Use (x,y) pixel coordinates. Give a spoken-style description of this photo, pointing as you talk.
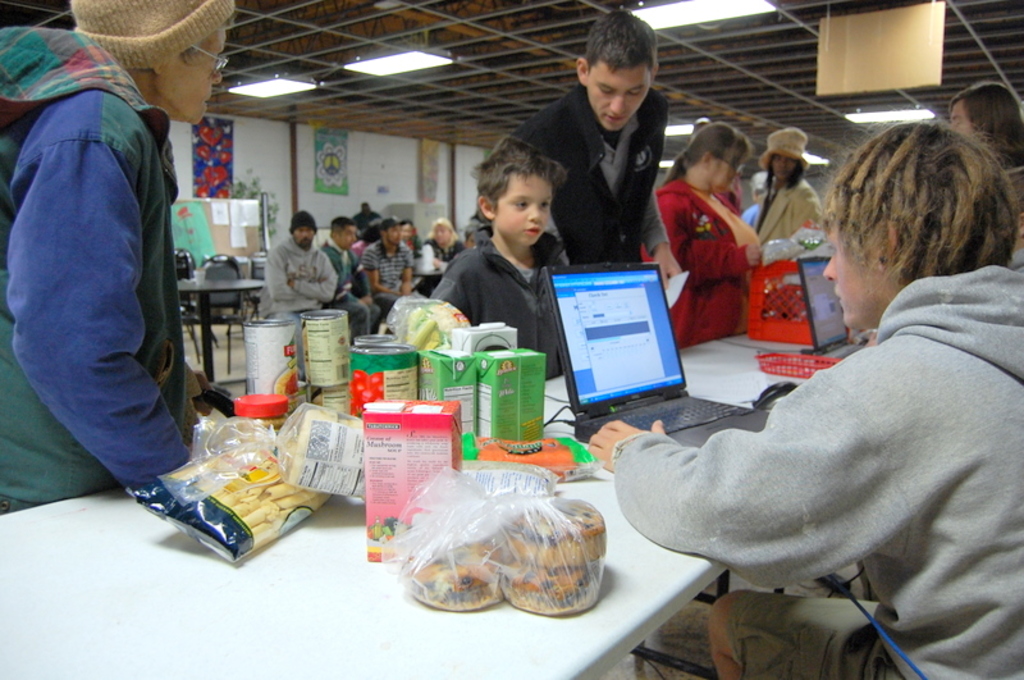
In this image we can see some people (811,450) and among them few people (46,262) are standing and few people (813,472) are sitting on chairs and there is a table (594,482) with two laptops (829,334) and some other things (817,240) and we can see some posters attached to the wall (407,138) in the background (201,244). At the top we can see some lights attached to the ceiling (886,92).
